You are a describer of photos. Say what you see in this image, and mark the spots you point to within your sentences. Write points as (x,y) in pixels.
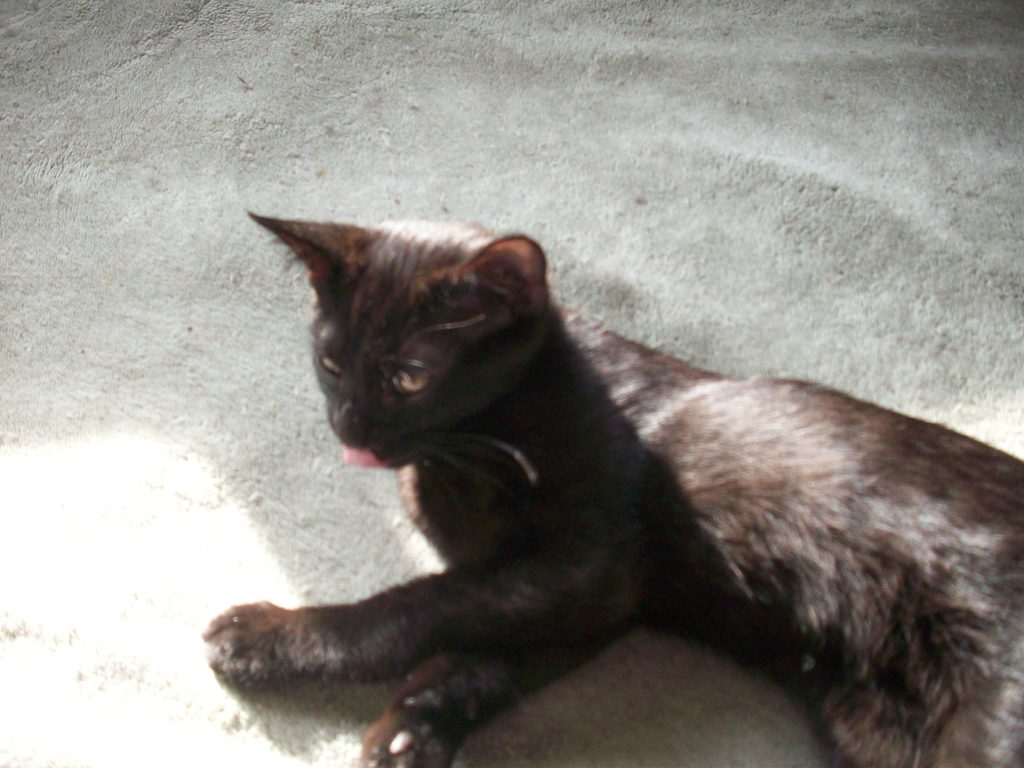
In this picture, we see a black cat (544,424). In the background (765,226), it is white in color.
